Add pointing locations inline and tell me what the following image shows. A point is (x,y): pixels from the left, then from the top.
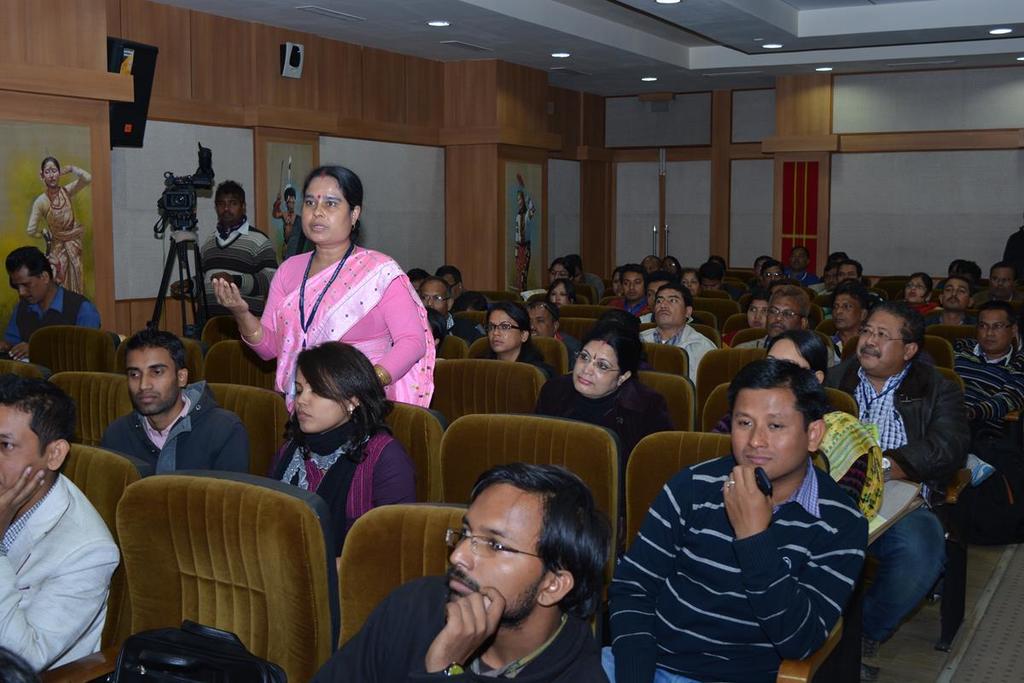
In this image we can see persons (542,513) sitting on the chairs (508,442) and some are standing on the floor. In the background (289,194) we can see camera (195,207), tripod (174,252), wall hangings (68,141) attached to the walls (70,109), speakers (285,56) and electric lights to the roof (672,54).
